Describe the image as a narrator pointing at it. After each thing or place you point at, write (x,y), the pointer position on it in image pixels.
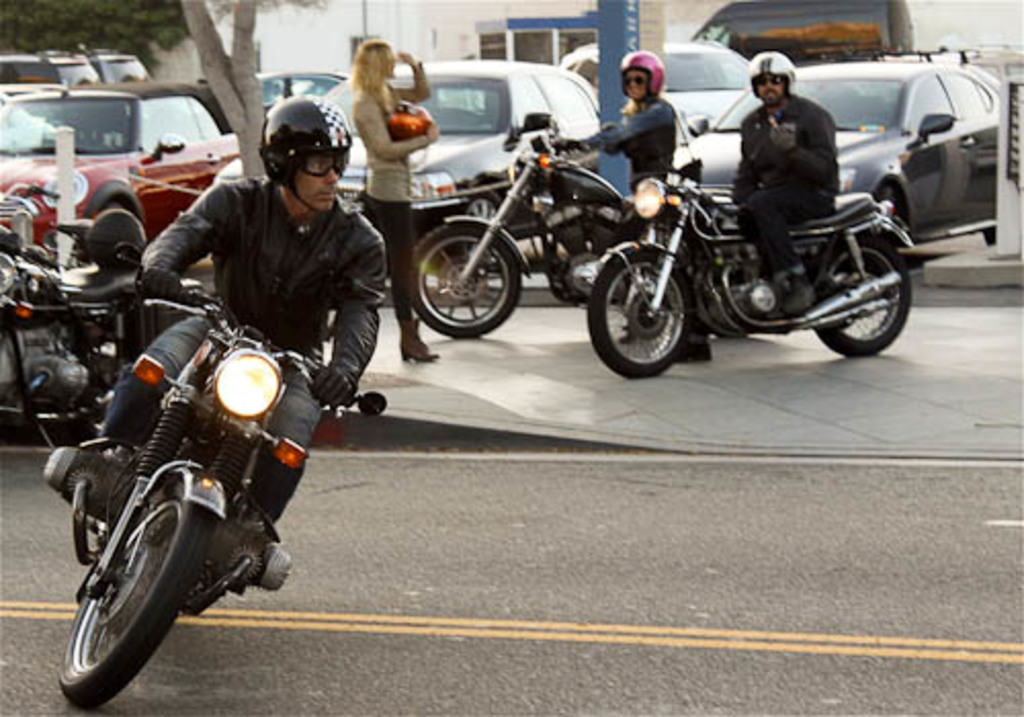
In this image there are some vehicles (483,176) and some of them are sitting on a bikes (739,255), and in the background (50,24) there are buildings (408,23) and trees (62,27). At the bottom (427,610) there is road (798,591).
